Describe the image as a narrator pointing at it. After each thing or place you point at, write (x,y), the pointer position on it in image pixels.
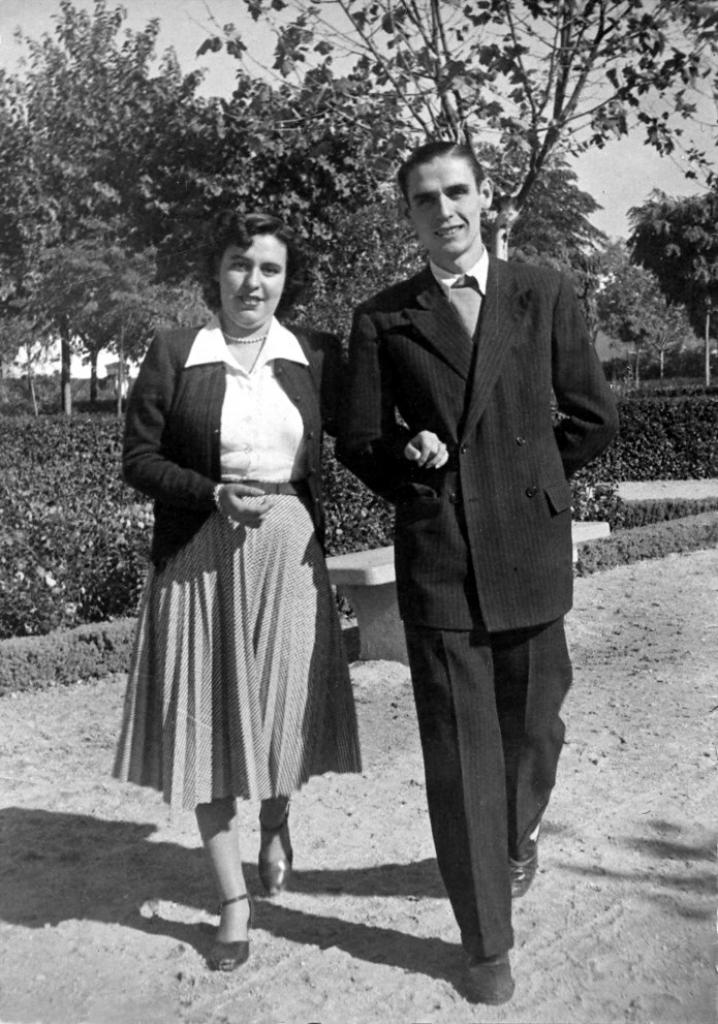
In this image we can see a man (413,381) and woman (274,616) is standing. Man (501,539) is wearing black color suit (478,698) and the woman (255,555) is wearing skirt (224,516). Background (51,541) trees (189,209) and plant (66,502) are there.
